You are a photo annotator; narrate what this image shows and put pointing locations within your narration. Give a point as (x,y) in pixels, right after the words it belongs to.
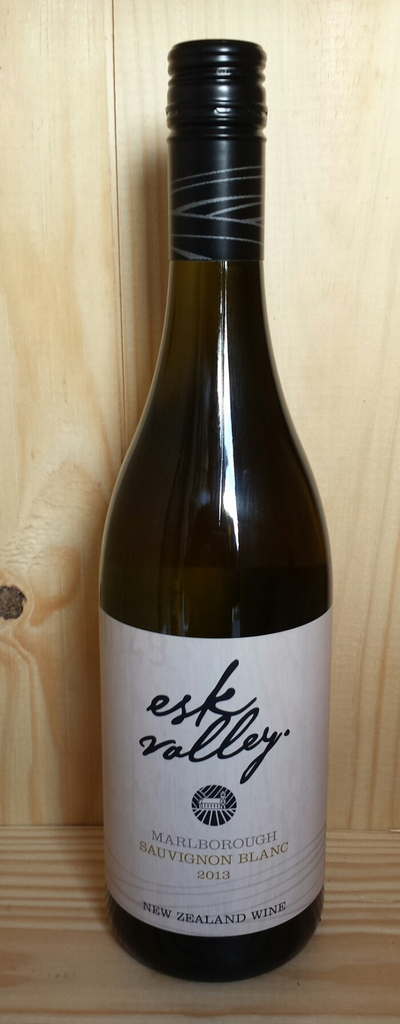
On this wooden surface (396,997) there is a bottle (254,421) with a cap (221,159). On this bottle (183,546) there is a sticker (184,690). Something written on this sticker (209,688). Background (78,404) there is a wooden wall (83,381).
